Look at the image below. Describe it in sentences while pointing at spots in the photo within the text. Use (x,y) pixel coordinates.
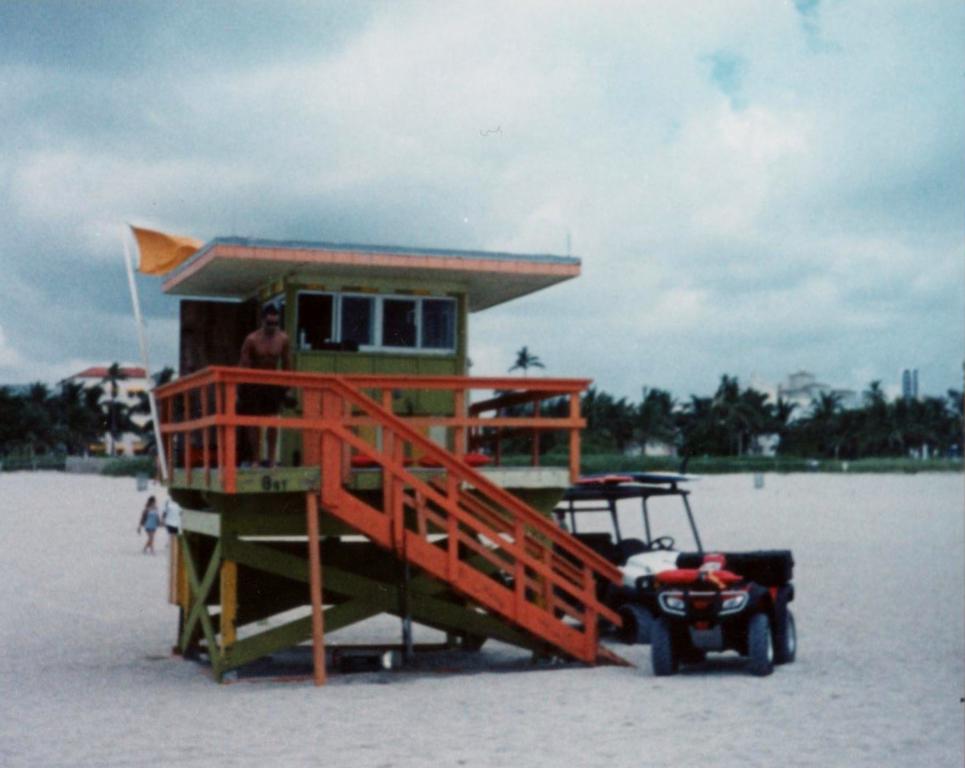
In the center of the image (425,470) we can see a person (264,399) standing on the platform (347,464). In the foreground of the image (353,443) we can see, railing (325,424), stair case (387,416), two vehicles (698,634) parked on the ground (629,702). In the background (164,526), we can see some persons (164,526), group of trees (64,437), building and the sky (515,150).
